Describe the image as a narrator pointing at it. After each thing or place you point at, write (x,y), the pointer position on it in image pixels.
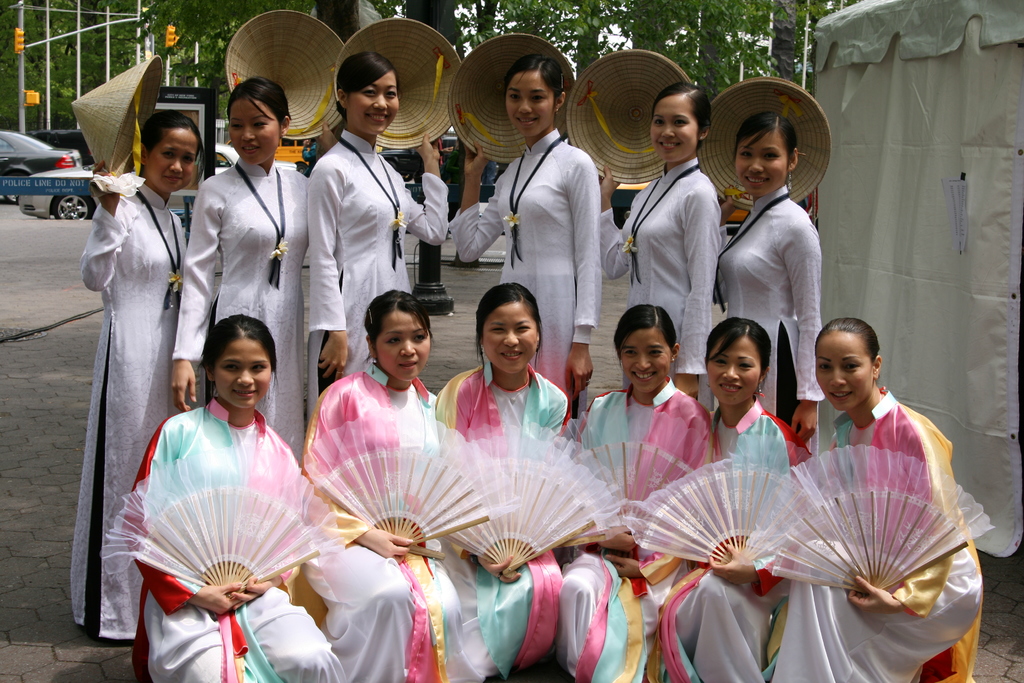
In this image we can see few people (641,238) are standing on the road (990,676) and they are holding few objects (279,42). Here we can see few people (737,361) are in a squat position and they are holding hand fans (776,517). In the background (41,157) we can see vehicles (26,158), hoarding (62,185), poles (443,26), traffic signals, banner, and trees (690,5).
